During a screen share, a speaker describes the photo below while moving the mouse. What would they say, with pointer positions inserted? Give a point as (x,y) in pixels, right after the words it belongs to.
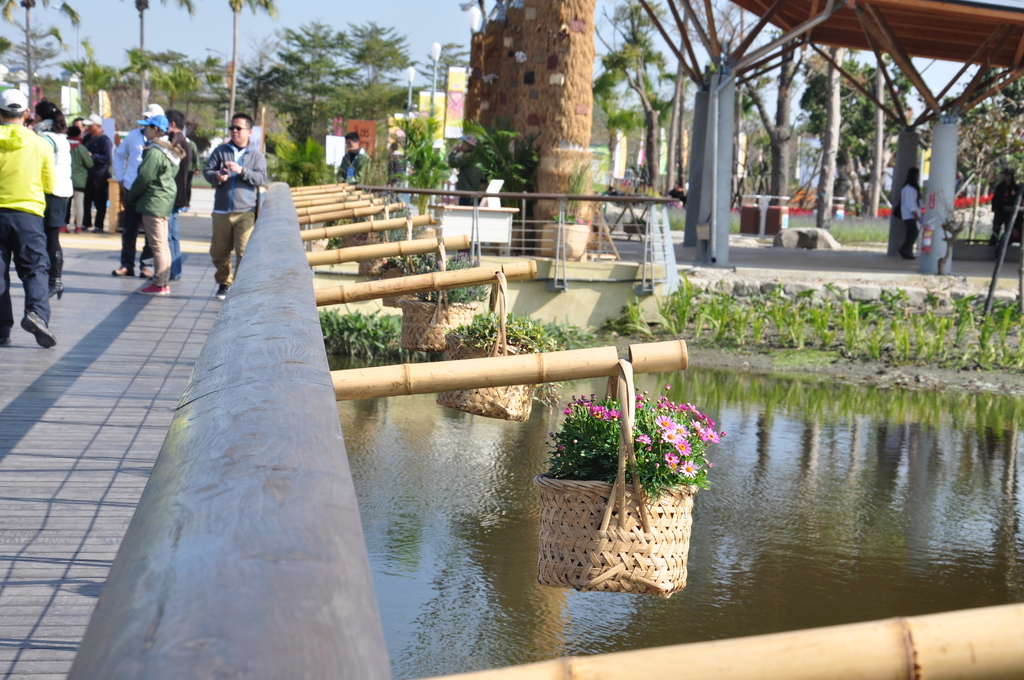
In this image we can see baskets (637,507) with flowers (569,467), water (872,465), plants (666,326), trees (138,85), open shed (891,8) and people (256,190).
